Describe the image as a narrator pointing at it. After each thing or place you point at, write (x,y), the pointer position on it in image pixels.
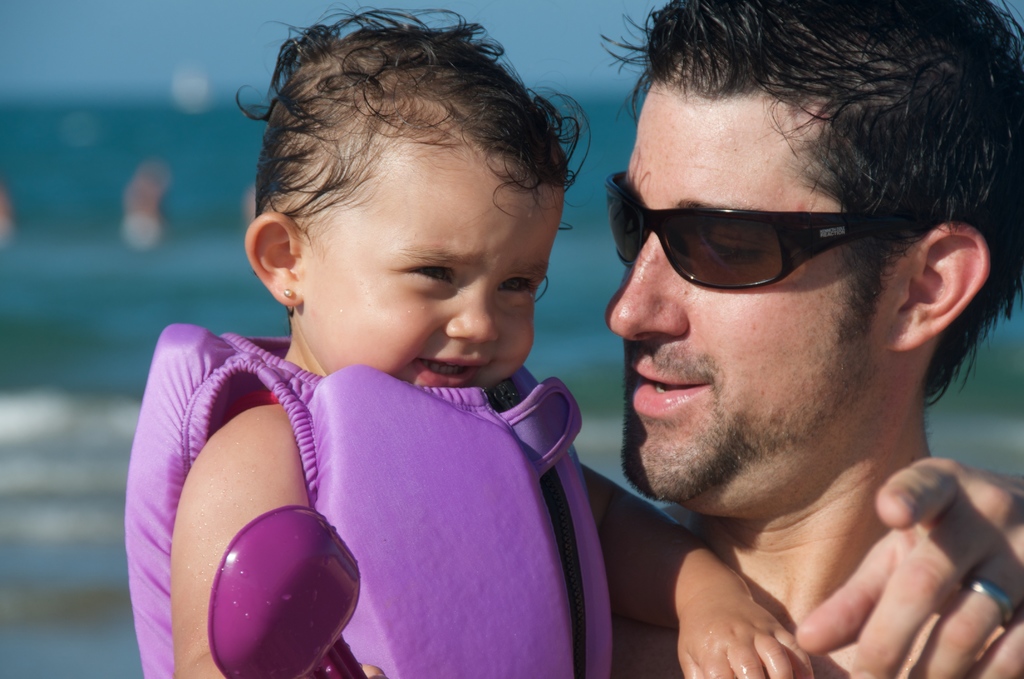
This picture shows a man (745,324) holding a baby (352,295) and he wore sunglasses (705,262) on his face (699,204) and the baby (276,500) wore a jacket (448,463) and we see few people (10,207) standing on the back (3,234) in the water (80,321) and we see a baby (323,415) holding a plastic spoon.
